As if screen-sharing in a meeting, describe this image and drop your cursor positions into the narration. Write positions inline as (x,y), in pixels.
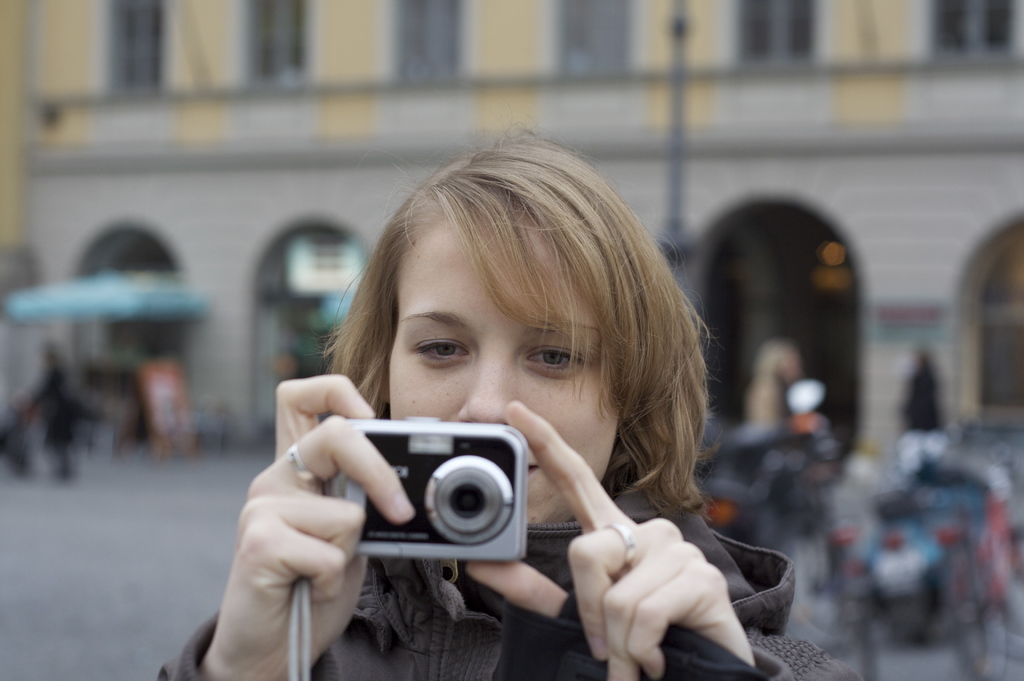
In this image I can see a woman (271,619) is holding a camera (390,444). I can also see she is wearing a jacket (452,635) and a ring (618,530) in her finger (617,541). In the background (145,162) I can see a building (473,93).
